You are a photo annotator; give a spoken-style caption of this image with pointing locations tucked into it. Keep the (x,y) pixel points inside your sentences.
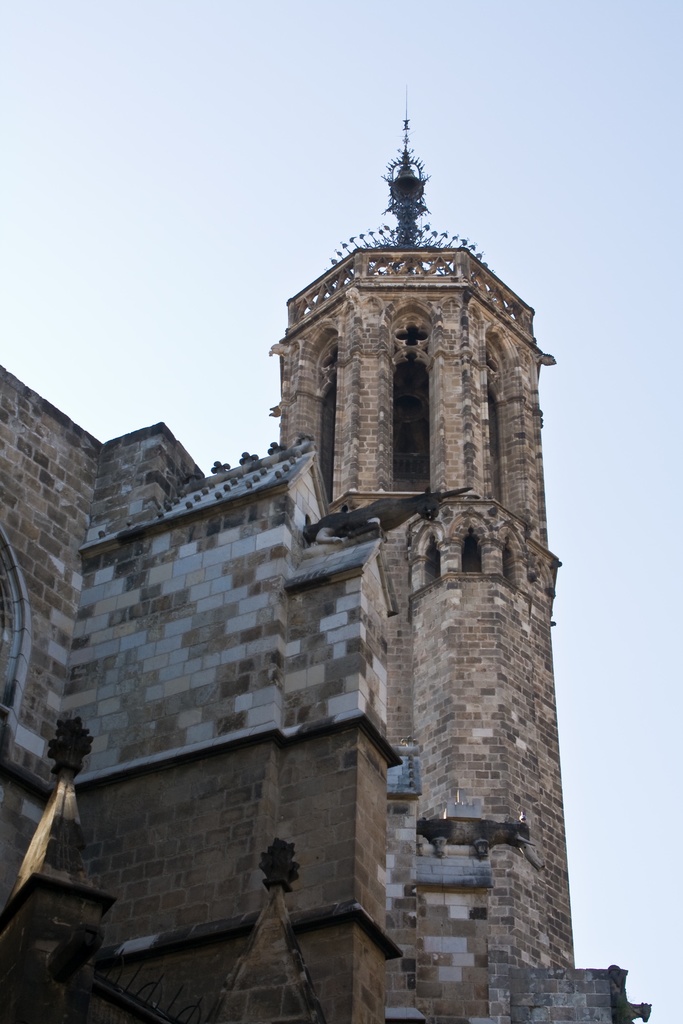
In this picture in the front (239,725) there is a castle (381,621) and at the top (294,251) there is sky (589,239).
